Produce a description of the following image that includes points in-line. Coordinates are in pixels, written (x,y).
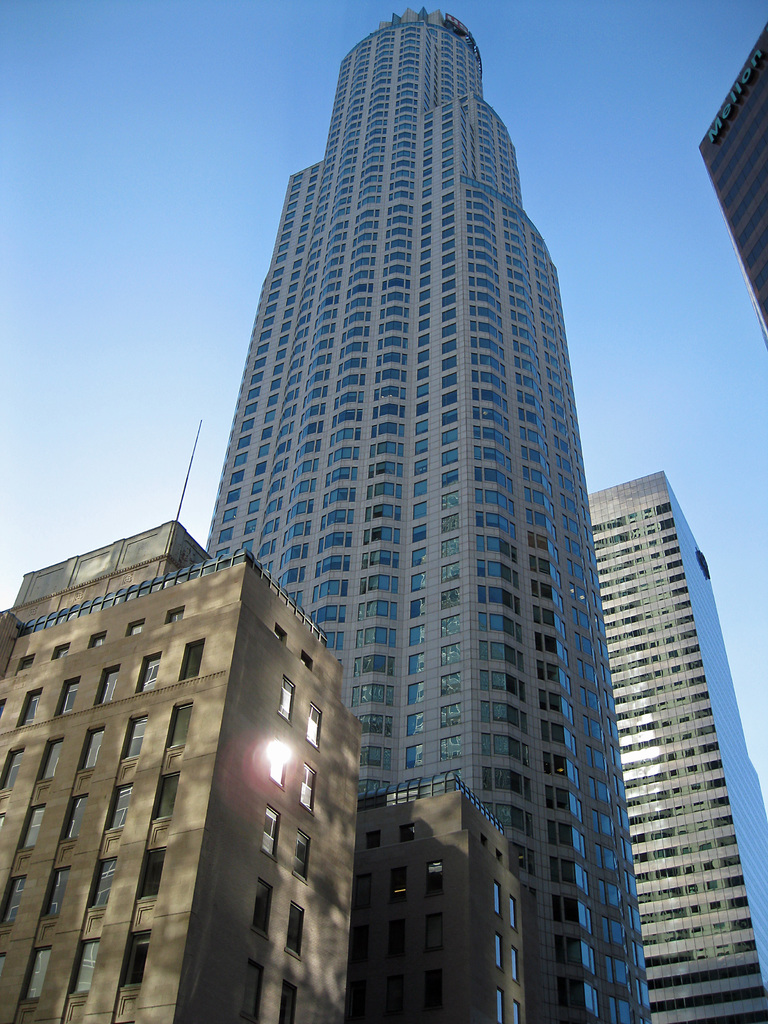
In this image there are buildings (137,957) on the left (98,938) and on the right corner (677,618). There is skyscraper (480,389). There is sky (176,93) at the top (156,151).
